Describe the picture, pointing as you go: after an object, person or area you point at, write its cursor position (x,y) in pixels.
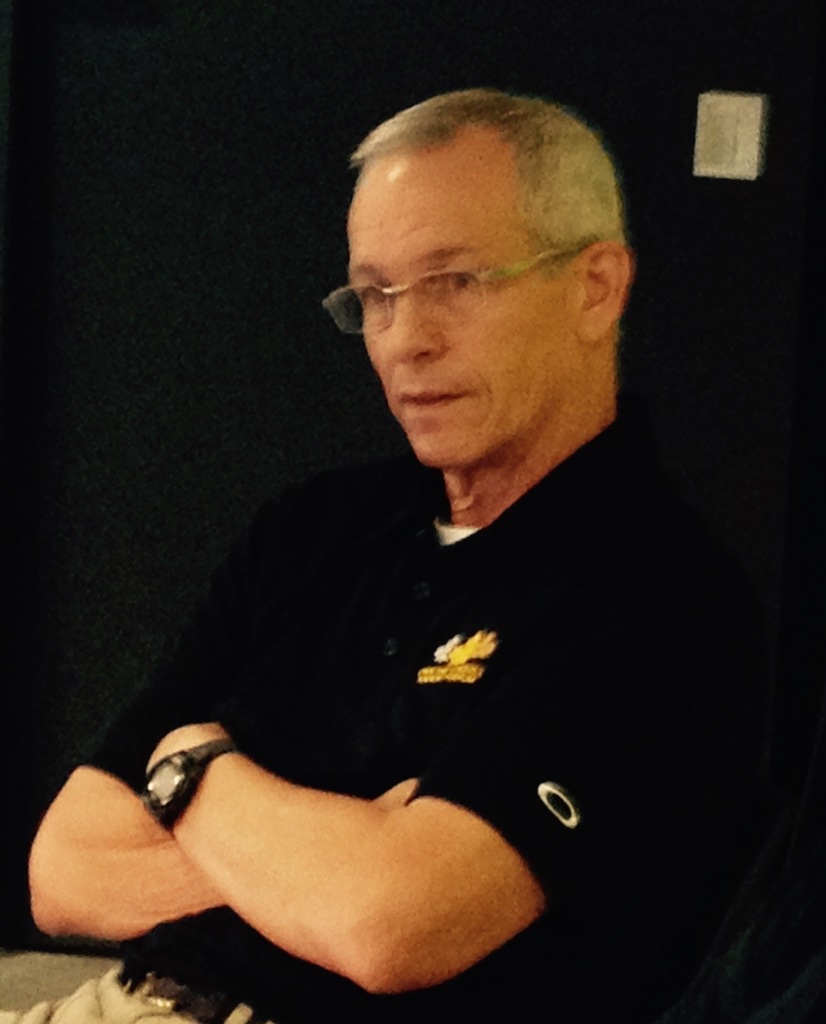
This image consists of a person (381,563). He is wearing black T-shirt (448,680). He is wearing watch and specs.
